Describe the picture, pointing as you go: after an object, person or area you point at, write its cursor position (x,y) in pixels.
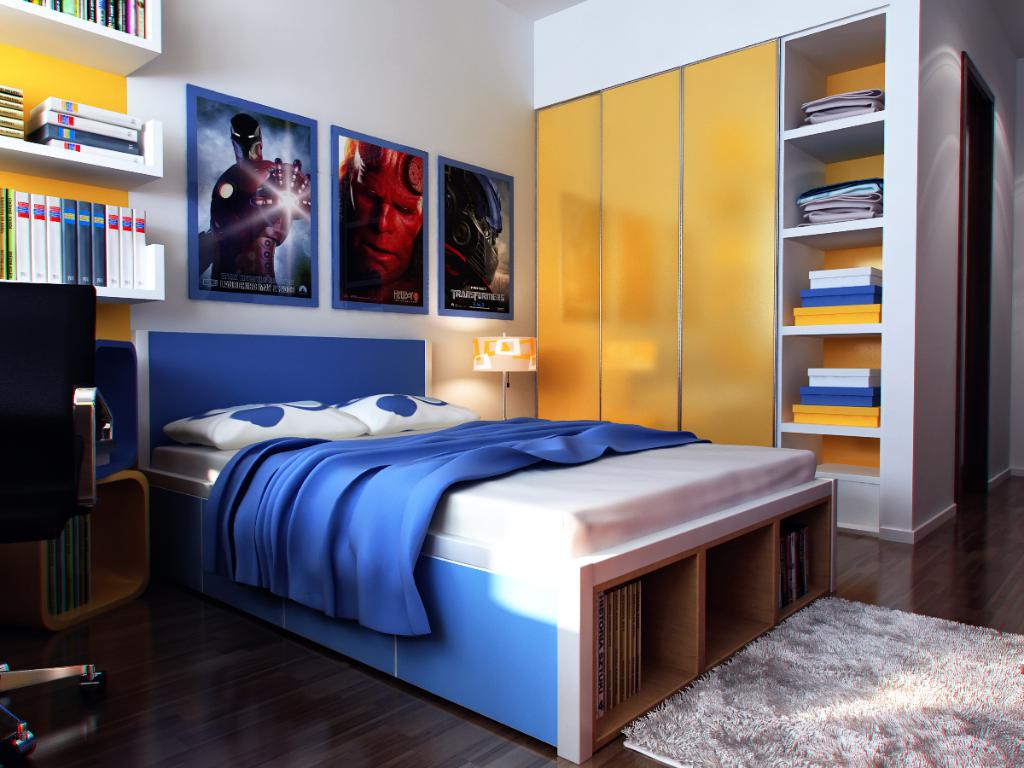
I think this picture was taken inside the bedroom (630,490). This is a bed (571,550). I can see two pillows (406,418) and a blanket (392,455). This looks like a lamp (515,353). These are the posters (245,239), which are attached to the wall (203,81). I can see the cupboards (642,211). I think these are the clothes (844,217) and boxes (837,382), which are placed in the rack (871,231). This is a floor mat (857,717). On the left side of the image (43,361), that looks like a chair (53,475). These are the books (95,147), which are kept in the rack (59,157).
